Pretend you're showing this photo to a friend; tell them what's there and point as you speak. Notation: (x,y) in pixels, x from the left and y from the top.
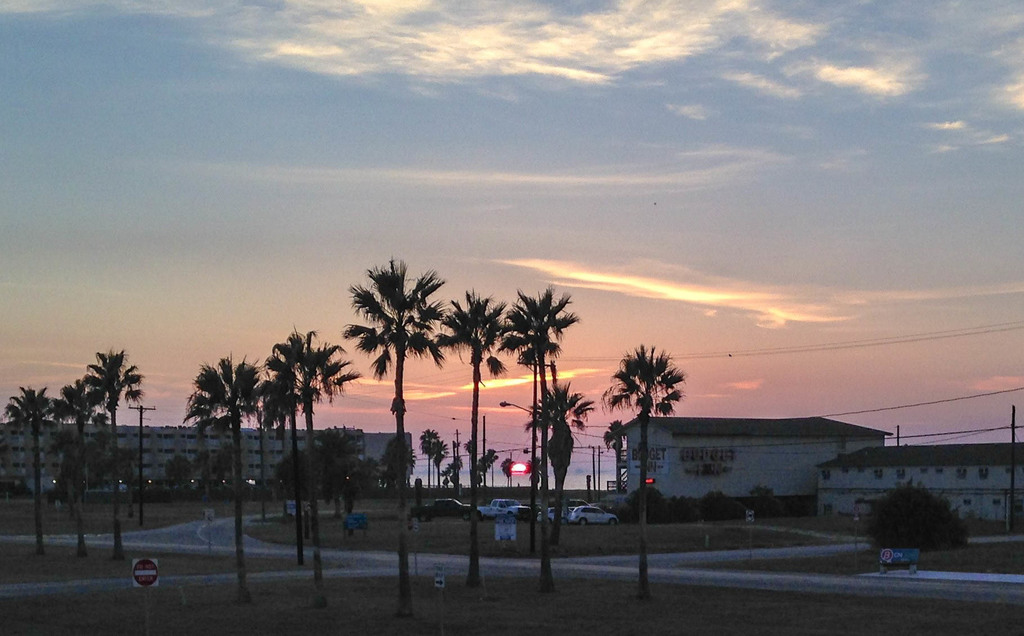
This image consists of many trees (351,454). At the bottom (366,530), there is green grass (448,598) on the ground (834,567). In the middle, there are roads (230,549). In the background (623,470), we can see the buildings (285,447) and cars (419,518). At the top (456,108), there is sky (574,461). And we can see the sun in the sky (515,455).
